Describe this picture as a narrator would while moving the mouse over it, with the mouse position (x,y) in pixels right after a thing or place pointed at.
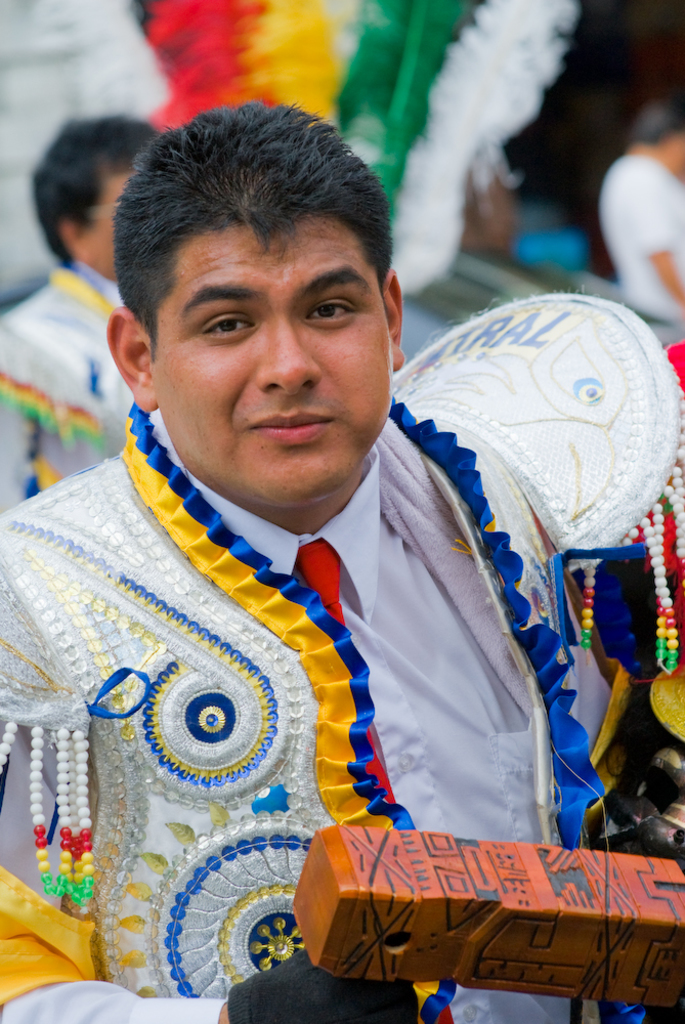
In this image there is a man (333,638) in the middle (370,640) who is wearing a costume (240,725) on which there is some design (305,780). In the background (392,32) there are feathers (283,71) of different colours. At the bottom (574,909) the man (178,721) is holding a wooden piece (564,903).
